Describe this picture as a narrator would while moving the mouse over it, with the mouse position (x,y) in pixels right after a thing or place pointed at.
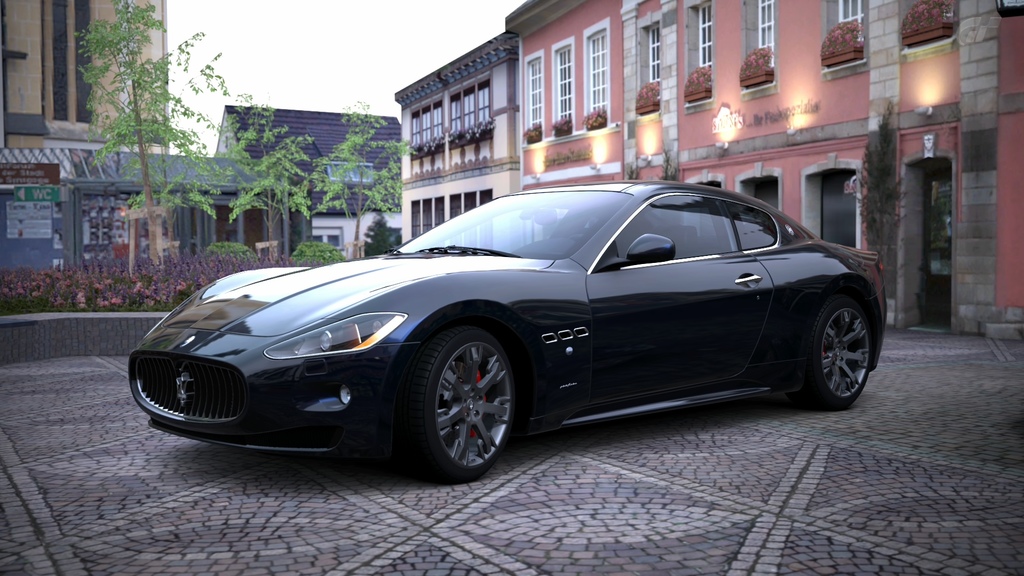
There is a black color vehicle (698,285) on the floor (378,489). In the background (526,172), there are trees (136,87) and plants (368,233) on the ground (333,489), there are buildings (508,62) which are having windows (80,25) and there is sky (331,47).
